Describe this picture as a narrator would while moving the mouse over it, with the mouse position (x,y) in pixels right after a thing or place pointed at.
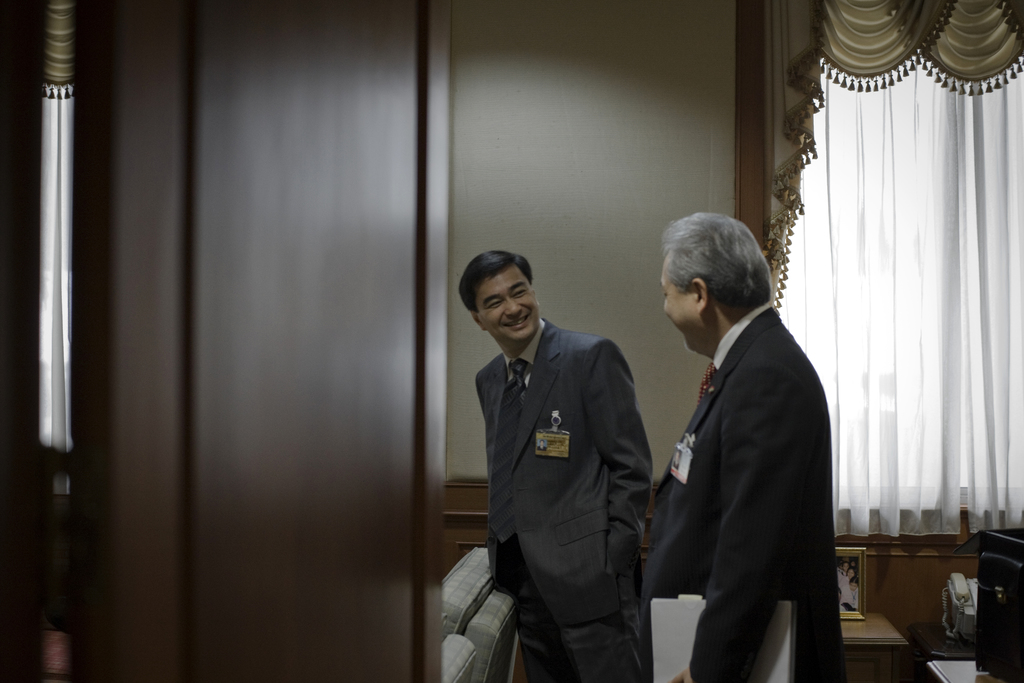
There are two men (576,409) standing and smiling and this man (731,591) holding books (665,635). We can see door (326,445), pole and chairs (456,675). In the background (976,600) we can see telephone (954,617), frame (857,617) and object (990,660) on tables (866,629), wall (584,45) and curtains (805,122).
